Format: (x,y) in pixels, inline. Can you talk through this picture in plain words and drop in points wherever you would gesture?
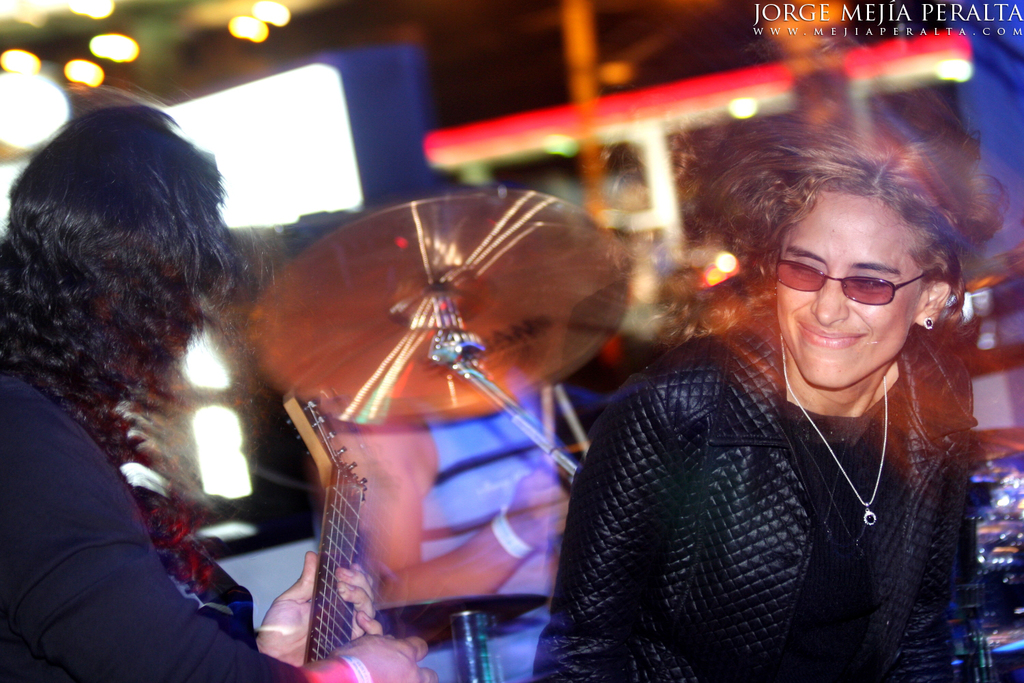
Here we can see a group of people (298,622), the guy (297,641) on the left side (83,486) is playing a guitar (327,588) and at center (483,455) he is playing drums (490,323) and at the right side (863,366) the person (870,434) is laughing.
